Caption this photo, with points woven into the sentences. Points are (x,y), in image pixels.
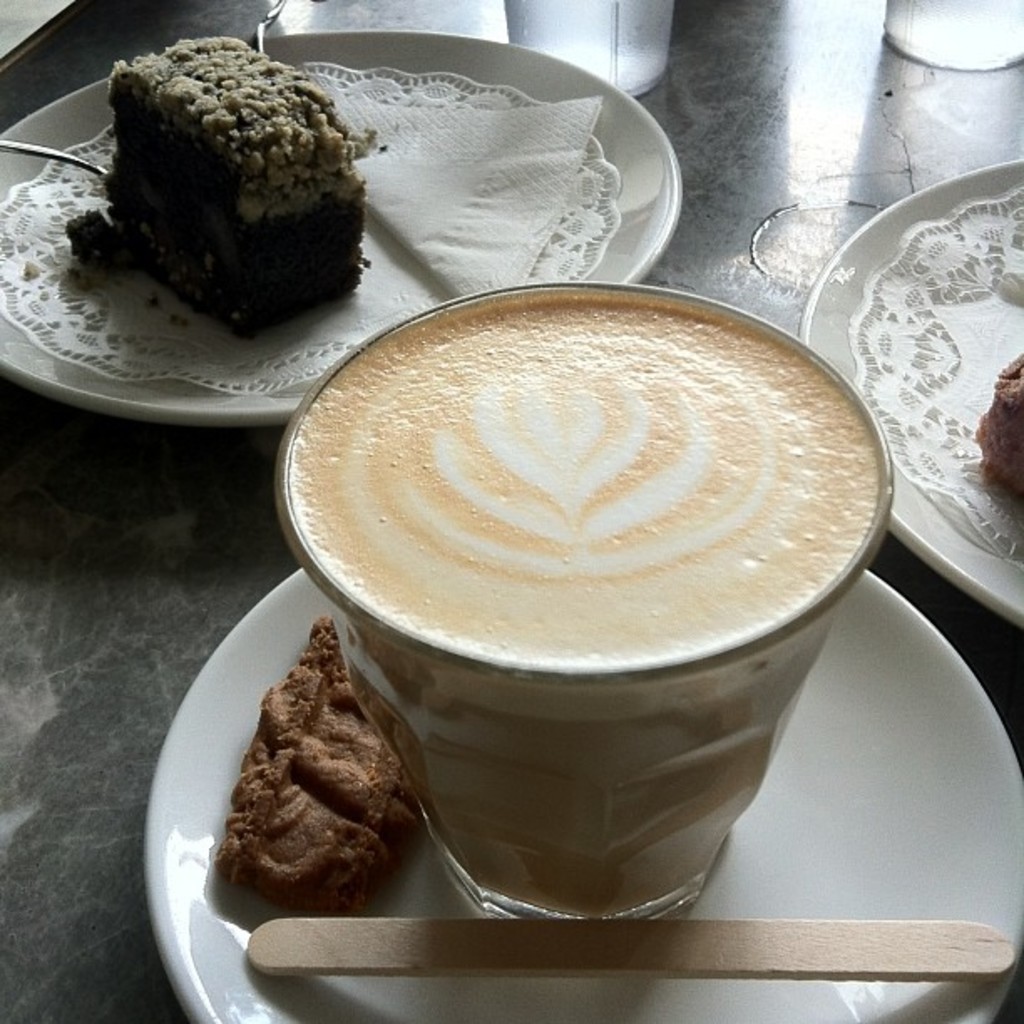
There is a table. There is a coffee (721,445), cup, stick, tissue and sweet (241,204) on a table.
